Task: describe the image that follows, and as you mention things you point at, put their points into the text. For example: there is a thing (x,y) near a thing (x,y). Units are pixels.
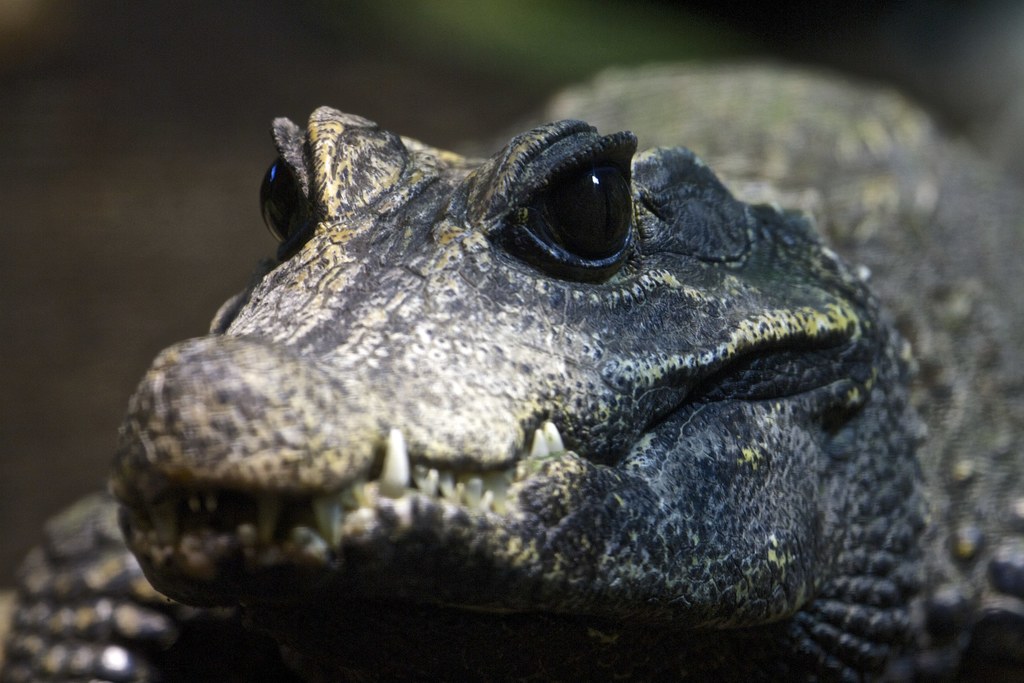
In this image there is an alligator (588,291).
